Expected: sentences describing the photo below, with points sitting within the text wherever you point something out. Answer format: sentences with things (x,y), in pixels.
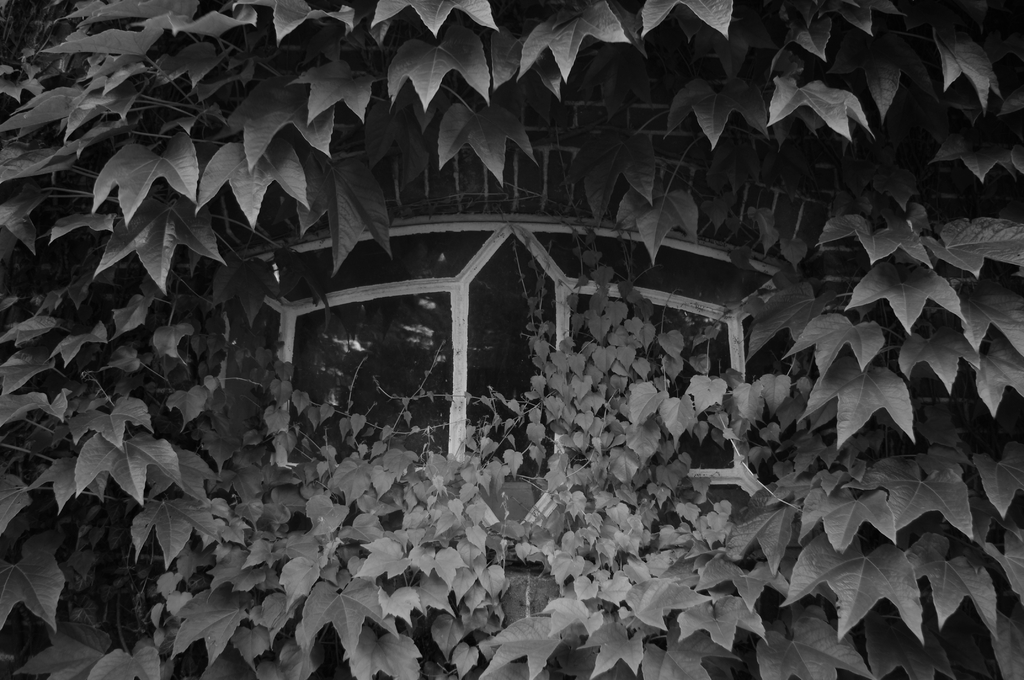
This image is a black and white image. This image is taken outdoors. In this image there is a creeper (587,504) with many leaves (197,480). In the middle of the image (420,352) there is a window (513,346).
